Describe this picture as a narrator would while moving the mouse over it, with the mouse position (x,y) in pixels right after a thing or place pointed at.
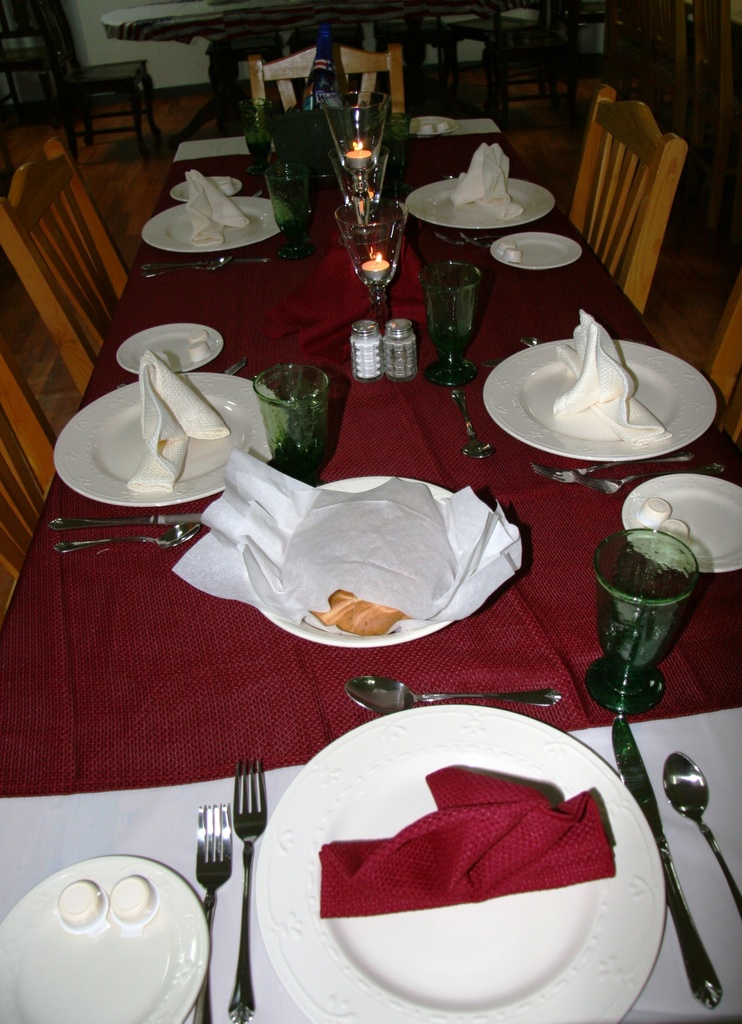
This is a table (243,306). And there are chairs (92,226) around the table (600,743). On the table (605,735) there are plates (398,782), forks (235,818), spoons (672,784), knives (637,782), glasses (647,669), tissues (409,594), napkins (417,822), candles (375,271), salt (365,350) and pepper (406,357).
